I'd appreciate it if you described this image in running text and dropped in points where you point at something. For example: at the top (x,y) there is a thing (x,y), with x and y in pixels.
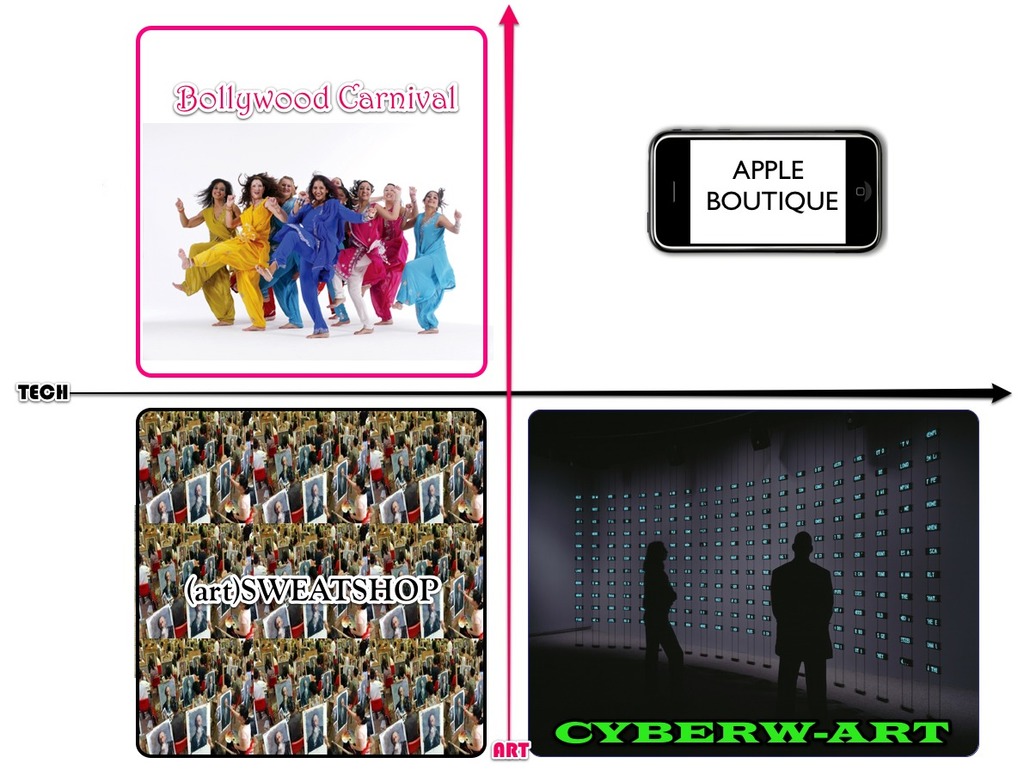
This image is a collage of four pictures in the first one there are so many people (378,270) dancing in the second one there is a mobile phone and in third image there are photo of so many people (417,642) and in fourth image there is a shadow (819,592) of man (794,684) and woman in front of the displays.
